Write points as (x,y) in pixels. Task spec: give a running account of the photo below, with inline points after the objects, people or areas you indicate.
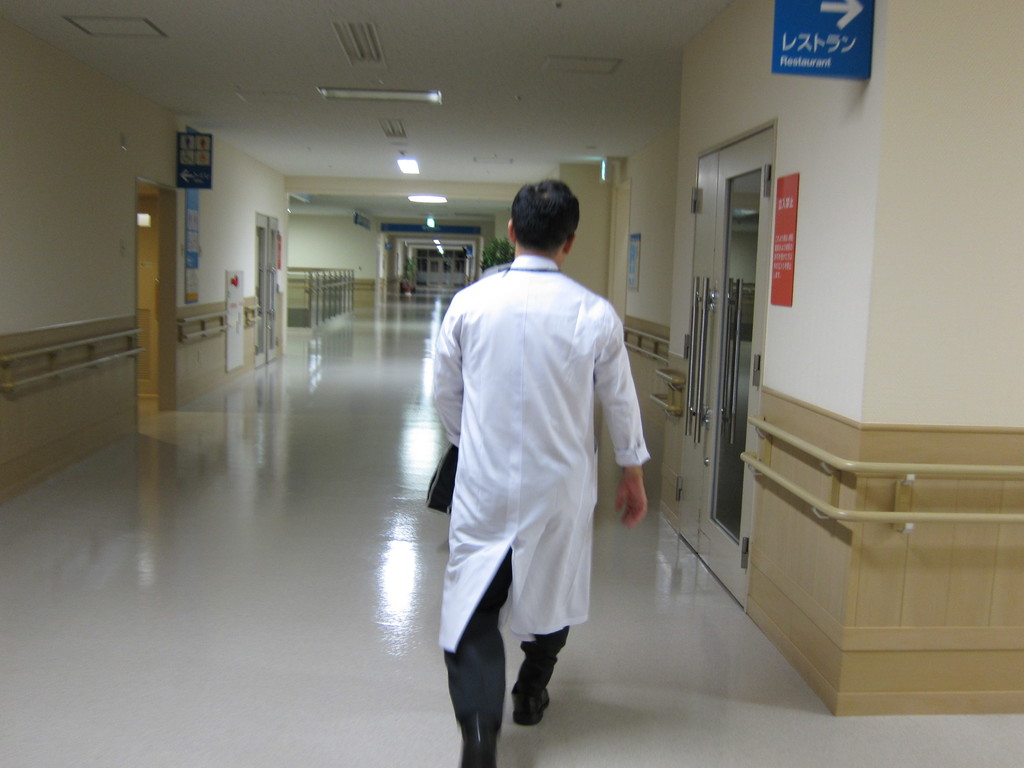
In this picture I can see the inside view of a building (369,372). In the front of this picture (489,348) I see a man (489,348) who is wearing white and black color dress (539,547). In the background (375,284) I can see the walls (688,166), on which there are boards (197,176) and I see the doors (757,310). On the ceiling (442,209) I can see the lights (370,92).
